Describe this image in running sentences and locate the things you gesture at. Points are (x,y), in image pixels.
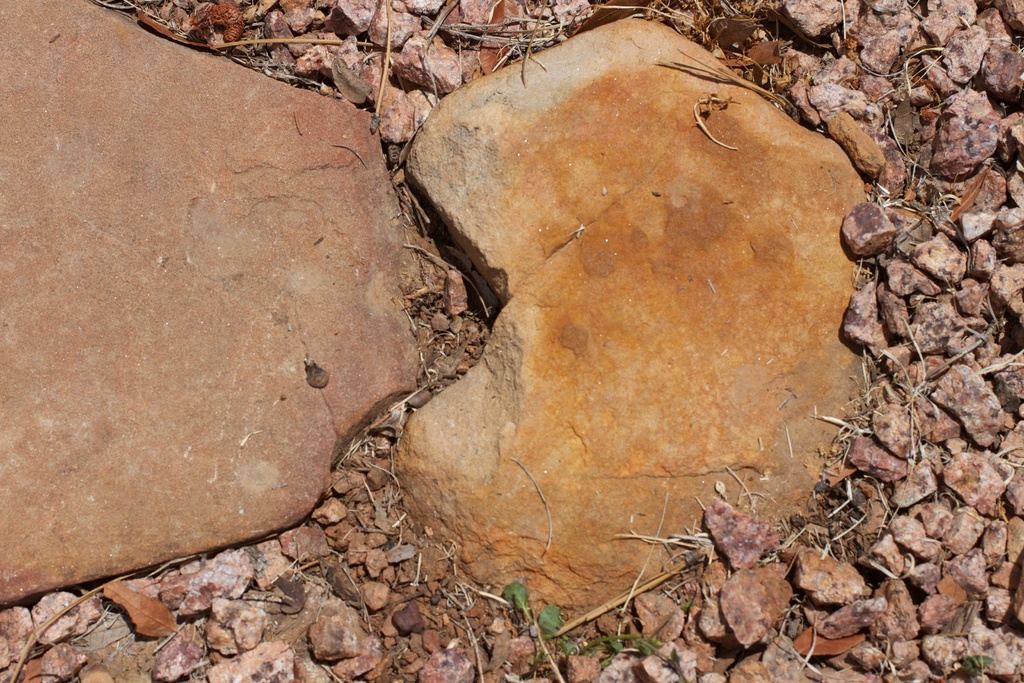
In this picture we can see 2 big stones (266,347) and a few small stones (245,629) on the ground (695,40).
